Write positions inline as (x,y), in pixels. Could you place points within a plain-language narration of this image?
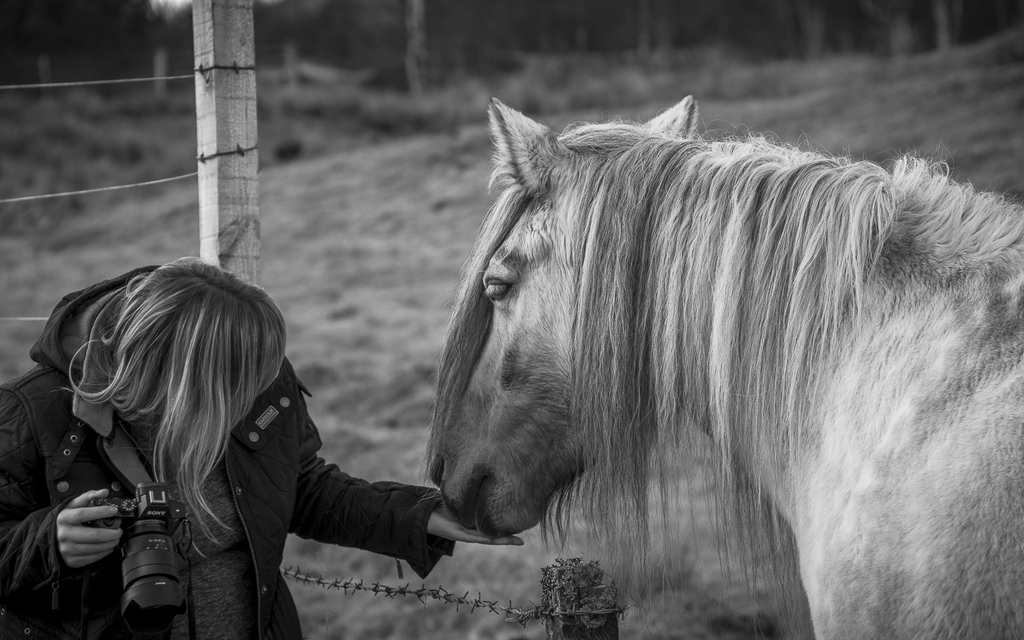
In this image we can see a horse (530,428) on right side (750,433) and a woman (265,426) holding a camera (139,494) in her hands (71,539) on the left side (134,528). In the background (234,169) we can see fence (234,146).
